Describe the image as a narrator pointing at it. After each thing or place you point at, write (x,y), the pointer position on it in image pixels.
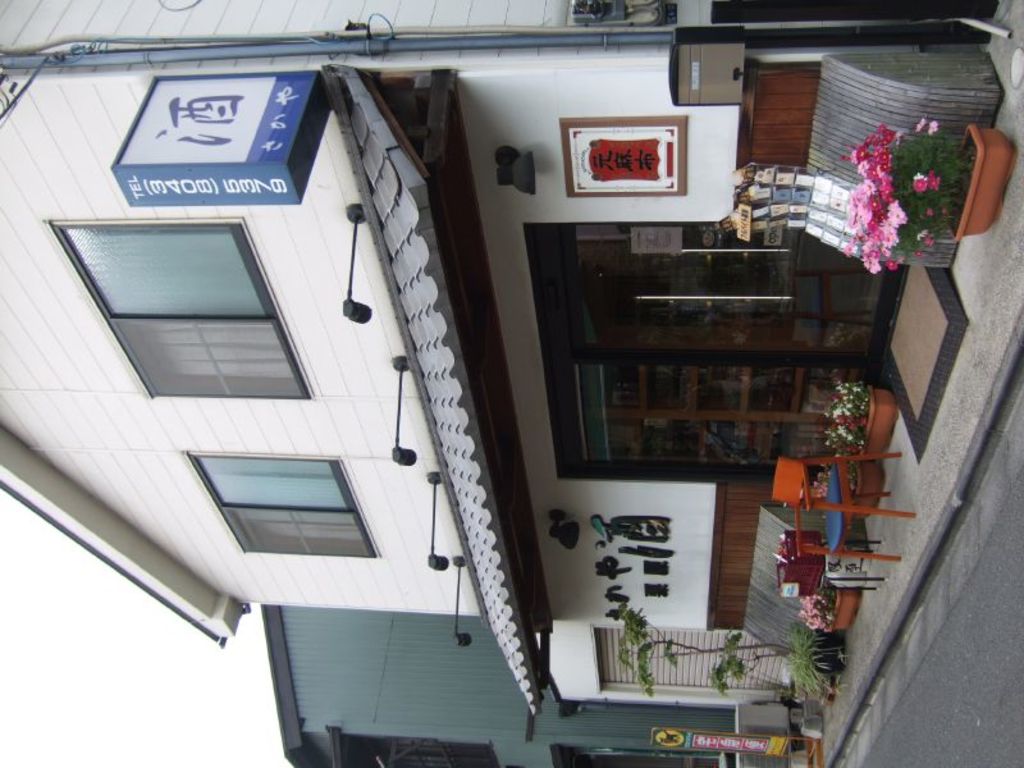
In this image I can see a building (535,452). On the right bottom corner of the image (978,710) there is a road (963,660). In front of this house (651,450) there are some flower pots (923,244) and a chair (834,553).
